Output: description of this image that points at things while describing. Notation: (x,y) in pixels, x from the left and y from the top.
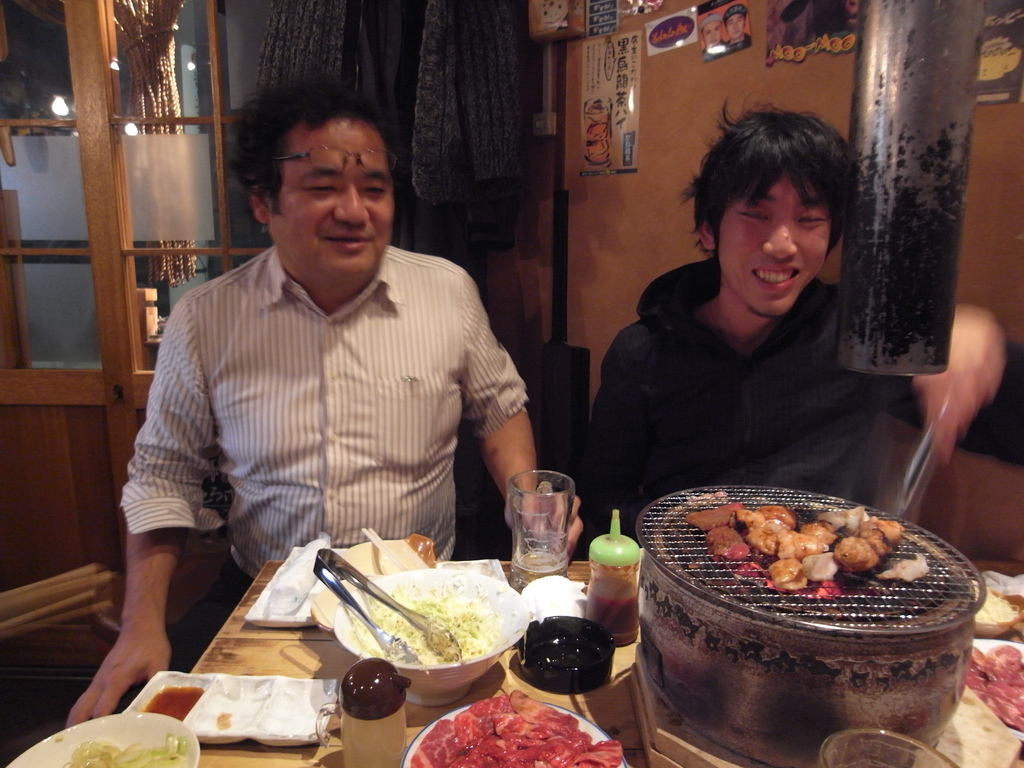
In this image we can see two persons (374,452) are sitting on the chairs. Here we can see a table (238,766). On the table (431,716) we can see a bowl (350,635), plates (475,711), glass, bottle (619,631), grill (874,697), food (1009,717), and other objects (713,766). In the background (570,207) we can see wall (579,85), posters (611,112), cloth (492,49), lights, and other objects (190,211).
